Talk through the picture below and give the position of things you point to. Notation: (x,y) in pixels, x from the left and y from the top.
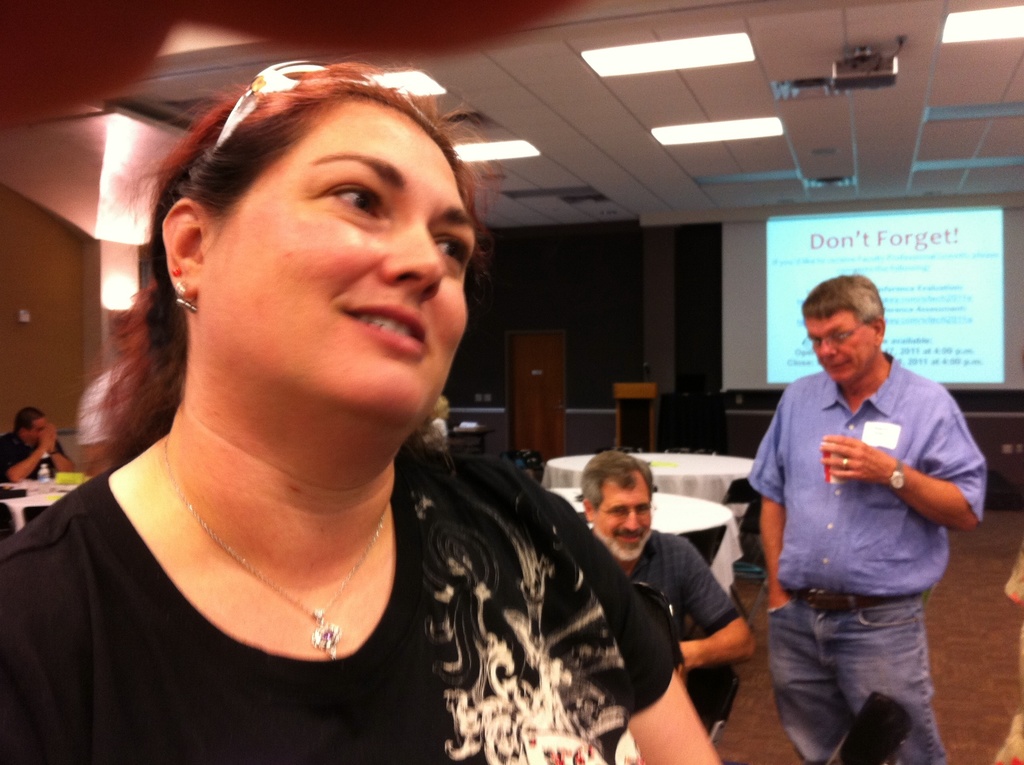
In this picture I see a woman (426,295) in front (411,225) and I see that she is standing and behind her I see 2 men (599,456) in which the man (642,475) on the left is sitting on chairs (672,619) and the man (832,539) on the right (813,443) is holding a cup (829,475) in his hand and I see number of tables (680,459) and in the background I see a projector screen (787,254) on which there is something written and on the ceiling (623,77) I see the lights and on the left side of this image (32,429) I see a person (47,439) who is sitting.
